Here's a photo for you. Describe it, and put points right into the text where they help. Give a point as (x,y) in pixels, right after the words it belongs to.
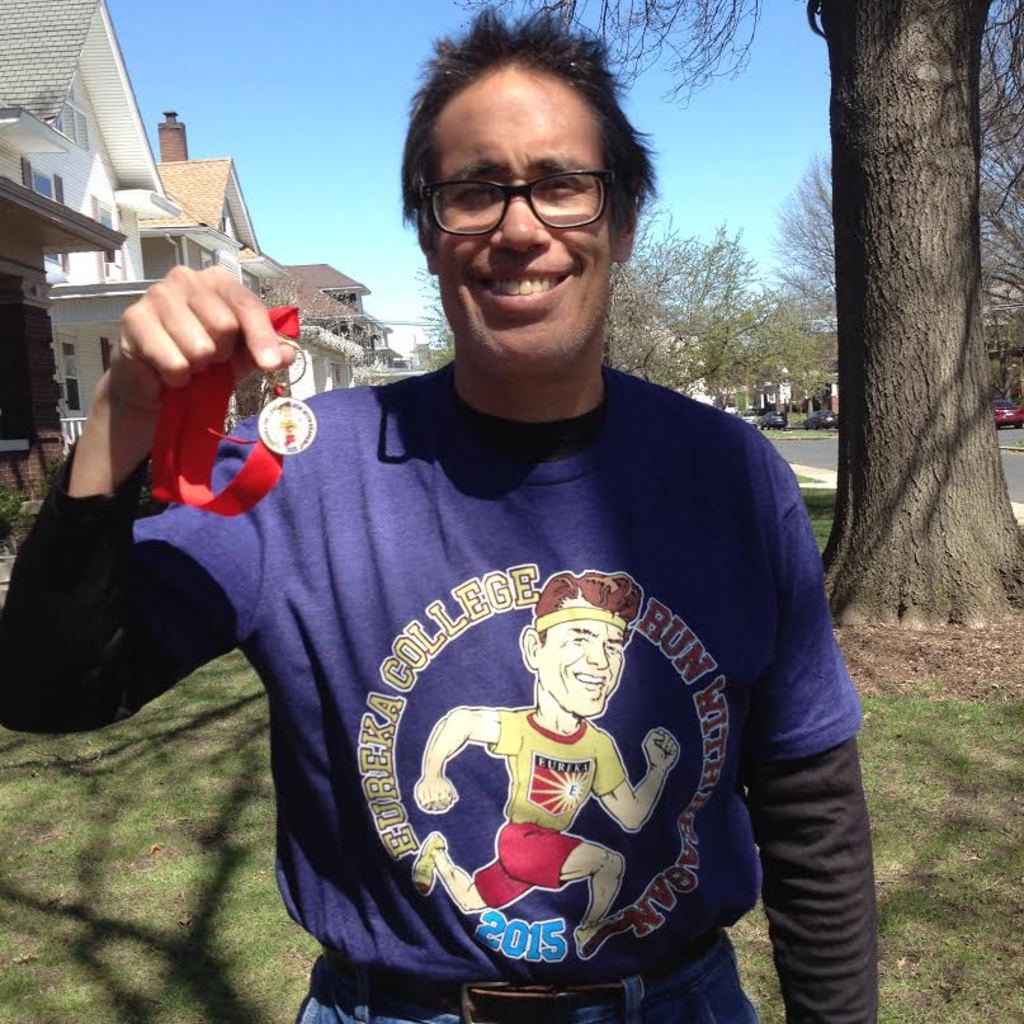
In this image we can see a man (532,569) holding a medal (275,412) with his hands (147,382). He wore spectacles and he is smiling. Here we can see grass (933,725), road (825,448), vehicles (1022,413), trees (851,416), and houses (223,250). In the background (252,118) there is sky (728,157).
